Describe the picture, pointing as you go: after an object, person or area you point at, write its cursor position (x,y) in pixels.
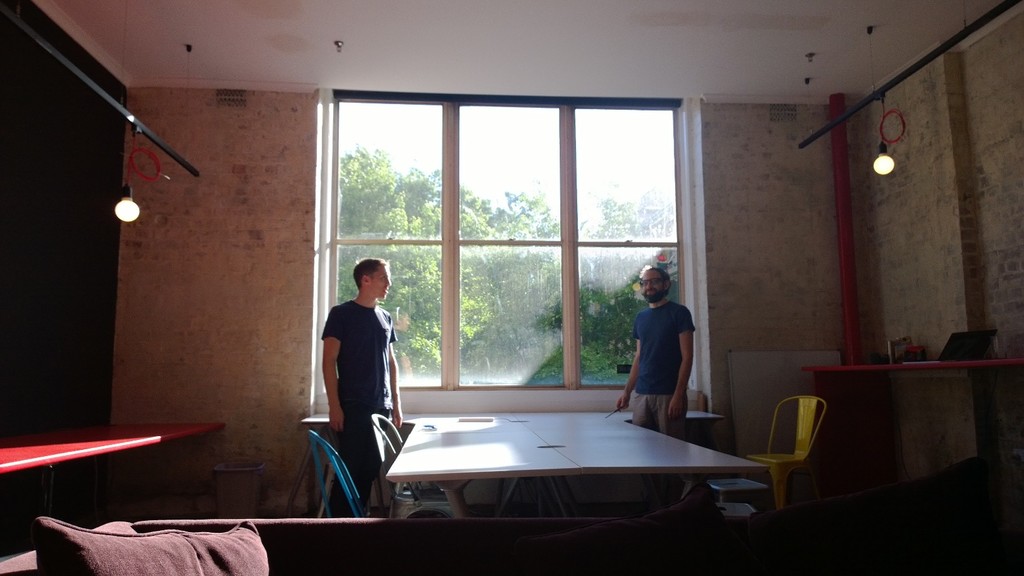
In this image I can see two persons (371,345) standing. The person (682,335) at right (685,334) wearing blue color shirt (667,340), cream color pant (668,413), the person (357,379) at left (329,370) wearing black color dress (342,375). I can also see couch (165,541) in maroon color, two bulbs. Background (442,253) I can see a window (438,234), trees (468,273) in green color and sky (494,140) in white color.
